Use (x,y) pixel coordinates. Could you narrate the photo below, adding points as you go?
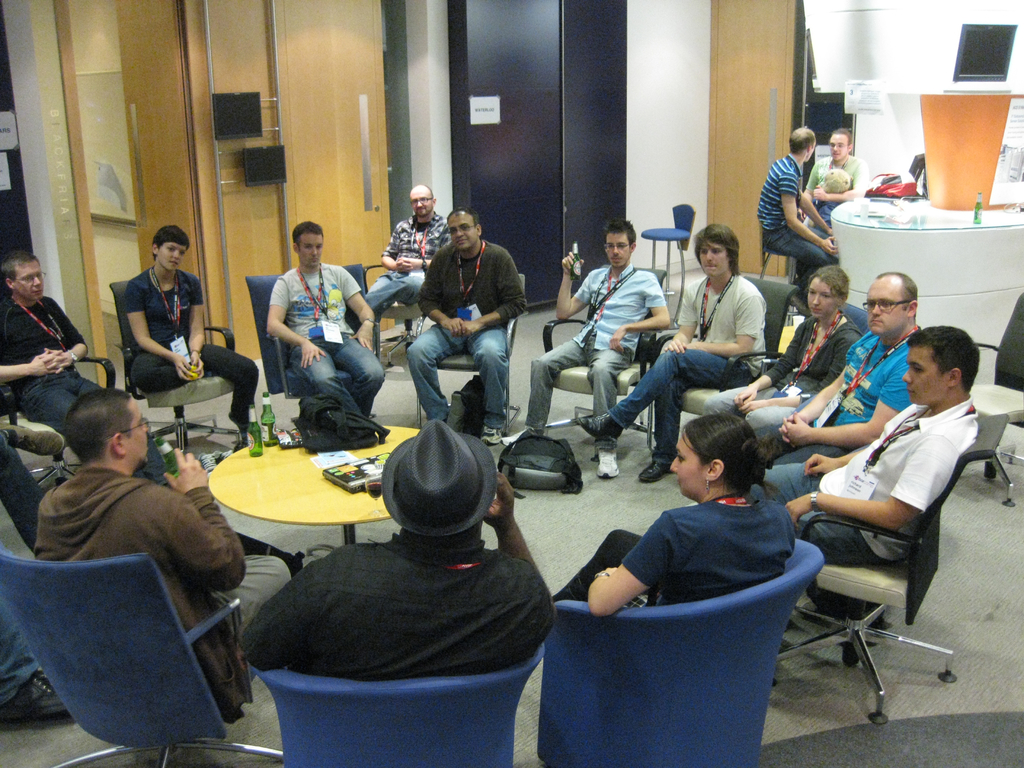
In this picture i could see some persons (584,422) sitting on the chairs (186,431) in round and there is a center table (368,455) in between them. In the background (461,110) i could see the cabinets (523,67) which are black in color and brown in color.
